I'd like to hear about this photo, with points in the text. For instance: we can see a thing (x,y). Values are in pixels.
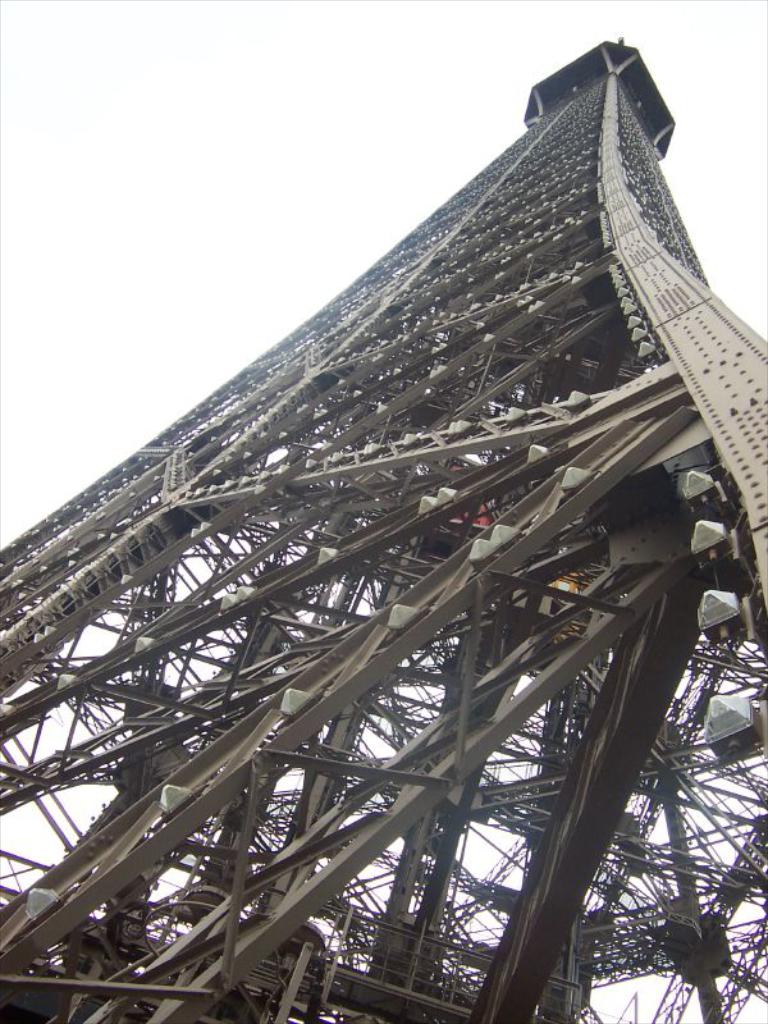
In this image there is a tower (557,348) which is taken from the bottom.
